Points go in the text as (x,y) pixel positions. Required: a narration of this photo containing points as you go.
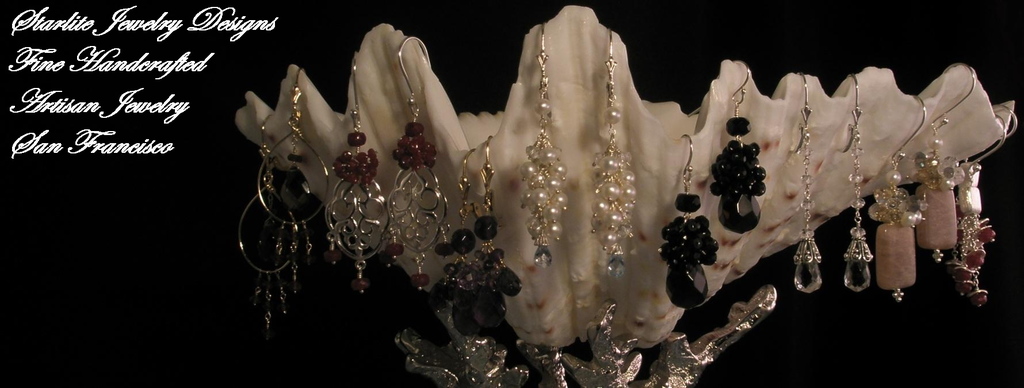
In this picture I can see pairs of earrings (409,85) hanging on the edges (397,81) of a shell (571,219), there is dark background (212,96) and there are words (40,58) on the image.
